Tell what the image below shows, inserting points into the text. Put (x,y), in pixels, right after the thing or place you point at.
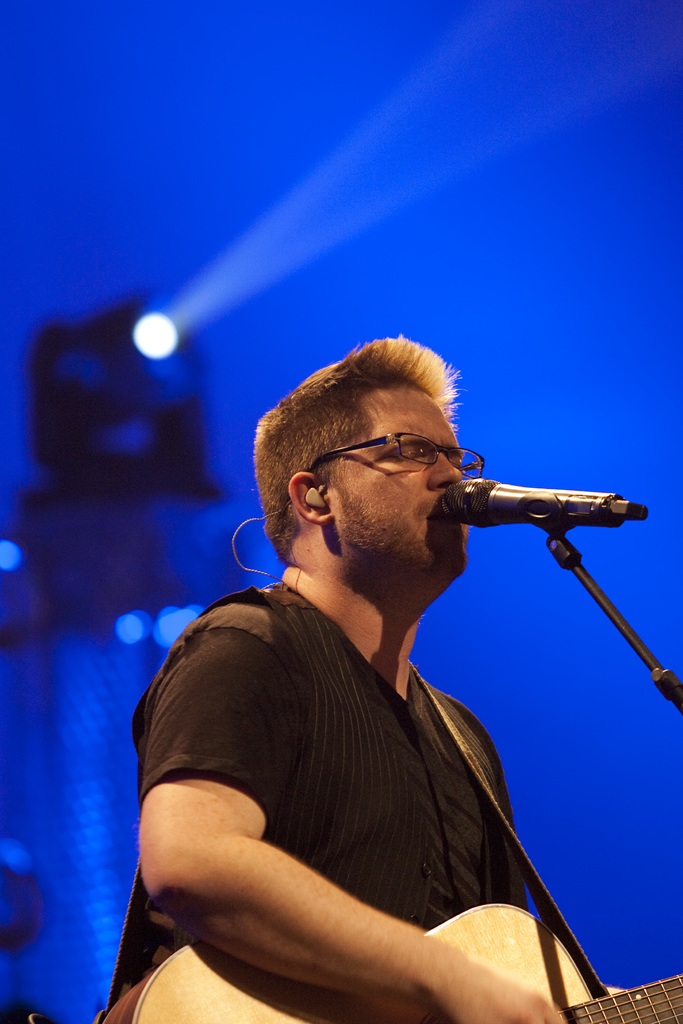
This is a picture of a man (315,715), the man (328,748) is singing a song and holding a guitar (578,968). This is a microphone (494,500) and the stand (615,614) background of the man (355,616) is a blue color with a light (164,336).
